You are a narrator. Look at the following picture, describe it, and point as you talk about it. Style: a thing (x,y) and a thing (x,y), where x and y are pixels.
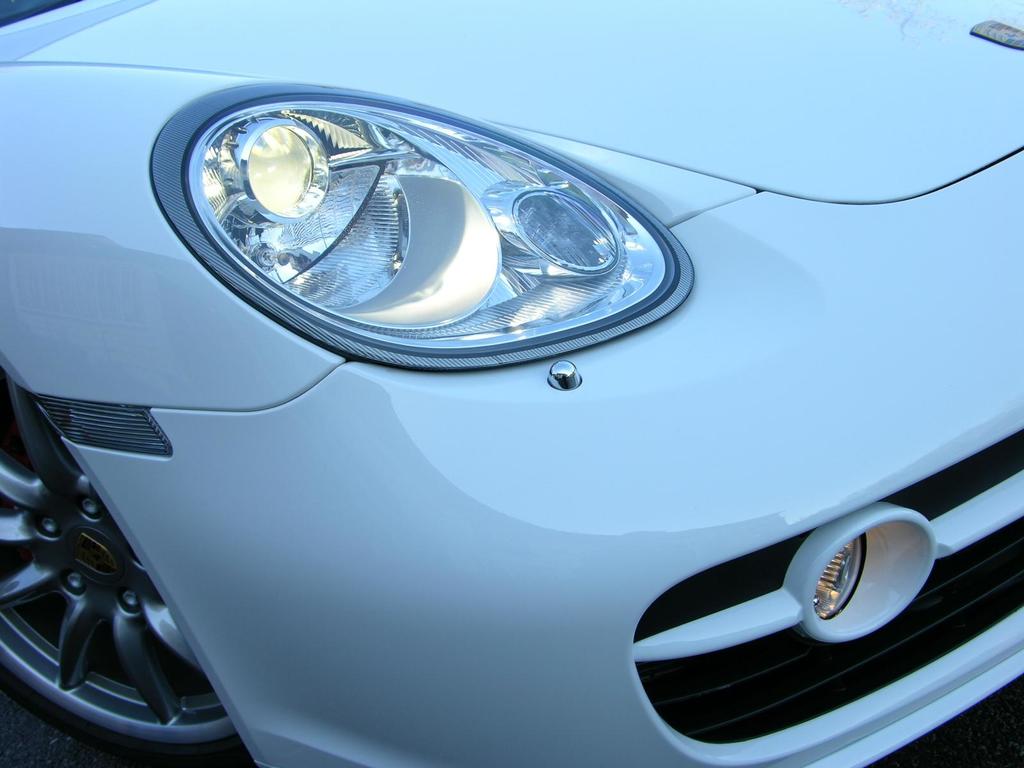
In this image I can see the vehicle (444,361) and I can see the head light (392,257) and the wheel (56,566) to the vehicle (244,565).
